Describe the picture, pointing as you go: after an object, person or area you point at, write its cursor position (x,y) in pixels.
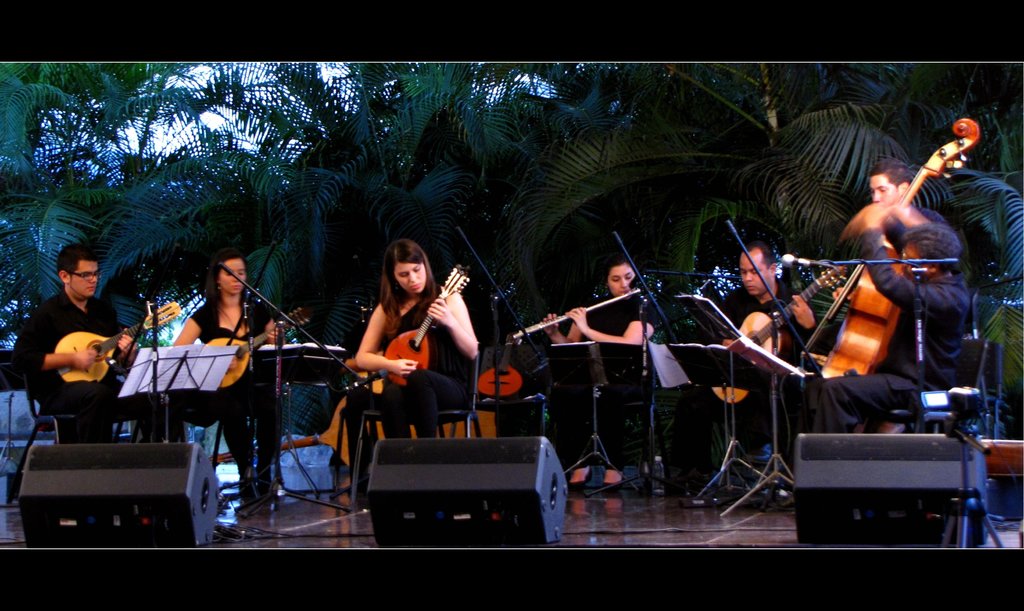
In this picture we can see some persons (56,361) are sitting on the chairs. They are playing guitar (763,342). This is floor (660,536). On the background (438,185) there are trees (712,124).
